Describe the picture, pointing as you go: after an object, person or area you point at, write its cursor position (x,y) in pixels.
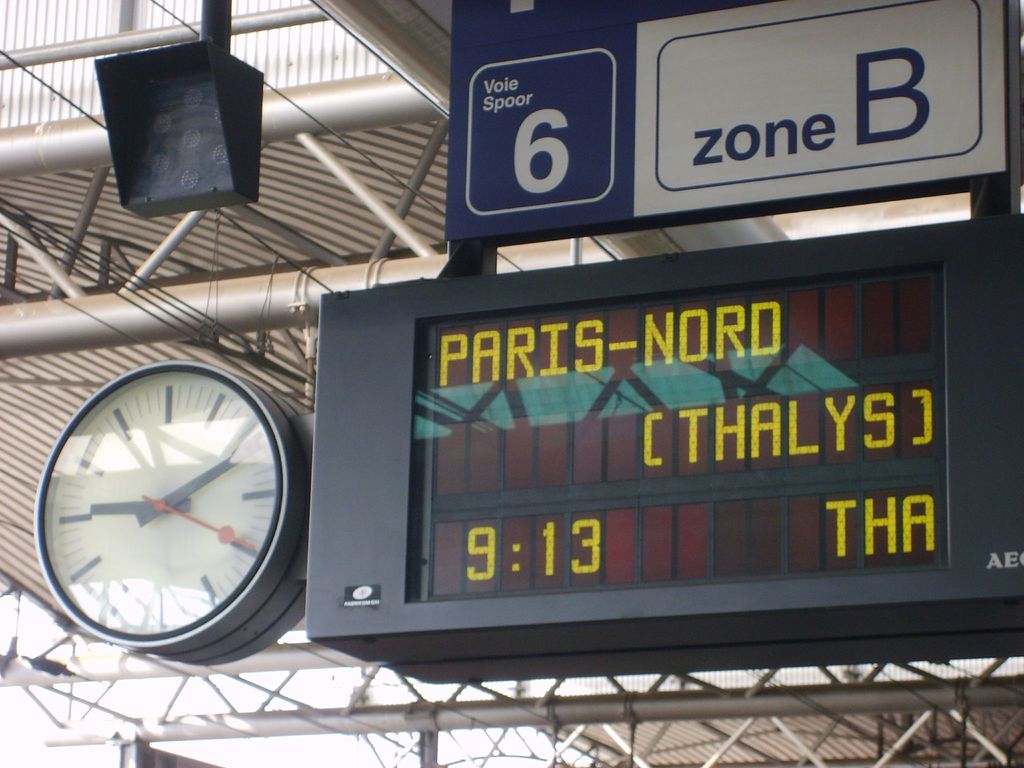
In this picture we can observe LED display (713,479). There is yellow color text (613,347) on the screen (446,448). We can observe a clock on the left side (223,534). There is a blue color board (616,96) on the right side (809,128). In the background (186,254) we can observe a ceiling (181,260).
